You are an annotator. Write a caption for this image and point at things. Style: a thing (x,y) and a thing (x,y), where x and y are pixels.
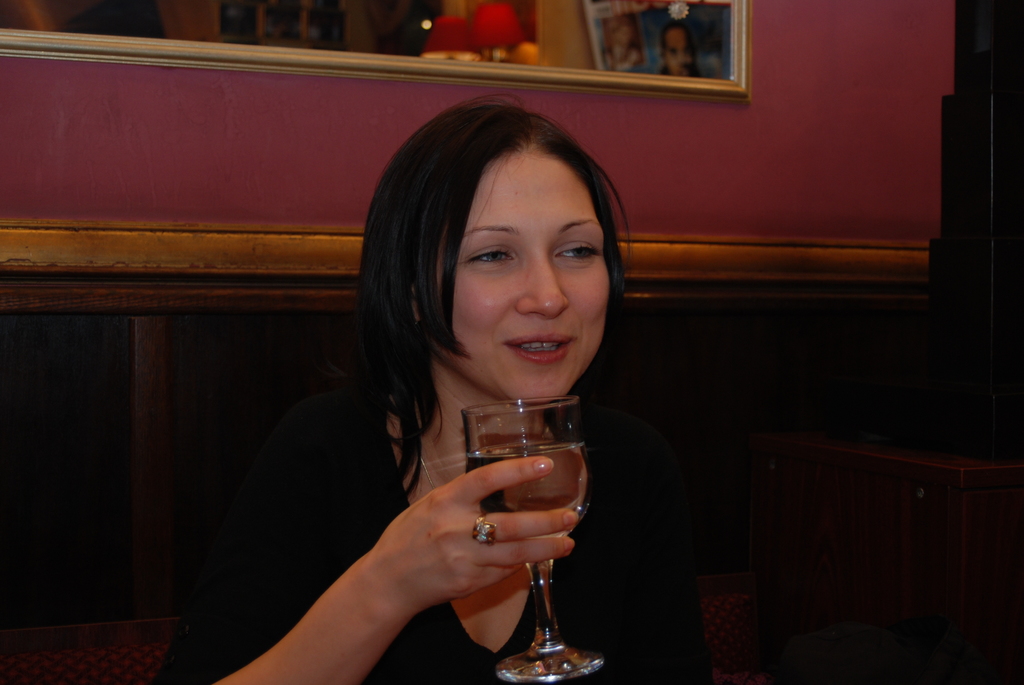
a person (362,534) is wearing black dress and holding a glass (554,505) in her hand (551,523). behind her there is a photo frame (406,36) on the wall (182,197).
